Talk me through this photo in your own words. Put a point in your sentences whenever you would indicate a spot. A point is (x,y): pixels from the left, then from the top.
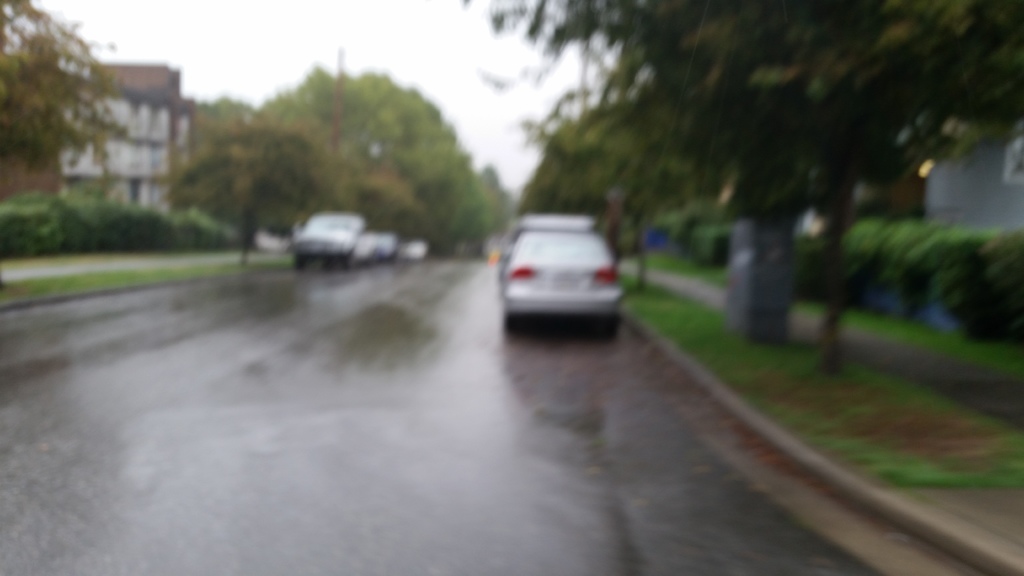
In this image I can see vehicles (329,245) on a road (390,293). There are trees (368,183) and buildings (964,176) on the either sides of the road (624,354). There is sky (474,53) at the top (519,127) and this is a blurred image.
